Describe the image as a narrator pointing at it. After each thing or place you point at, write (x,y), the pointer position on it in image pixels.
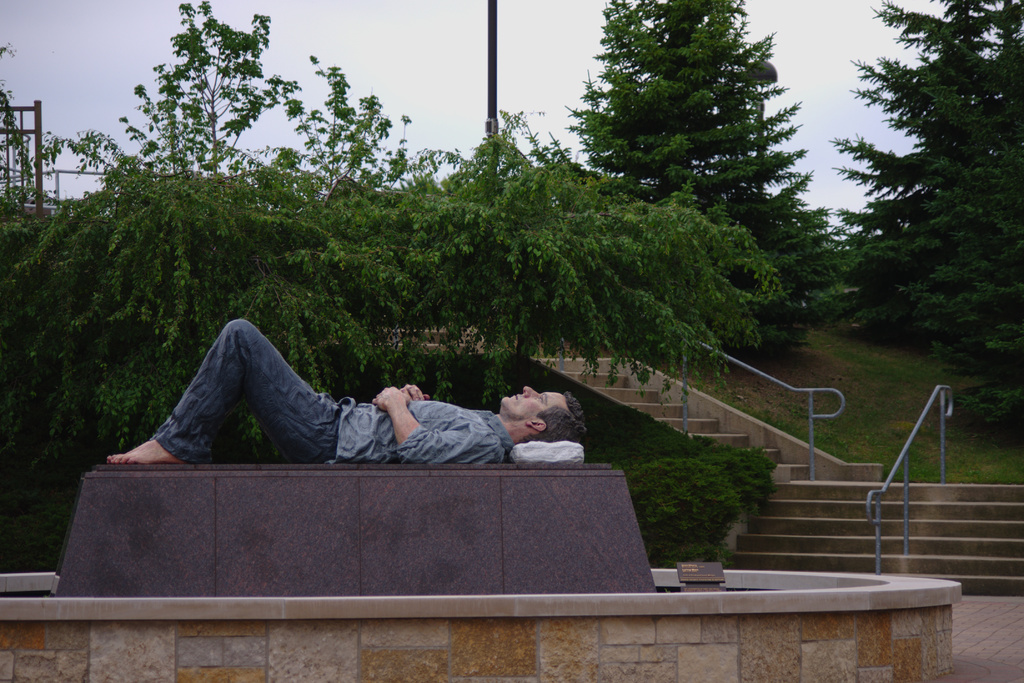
In this image I can see there is a man (475,457) lying on the pedestal (523,558) and there are stairs (913,511) at the right side (827,453) with railing (906,485) and there are trees (499,241) in the backdrop (931,7) and the sky (440,53) is overcast.
